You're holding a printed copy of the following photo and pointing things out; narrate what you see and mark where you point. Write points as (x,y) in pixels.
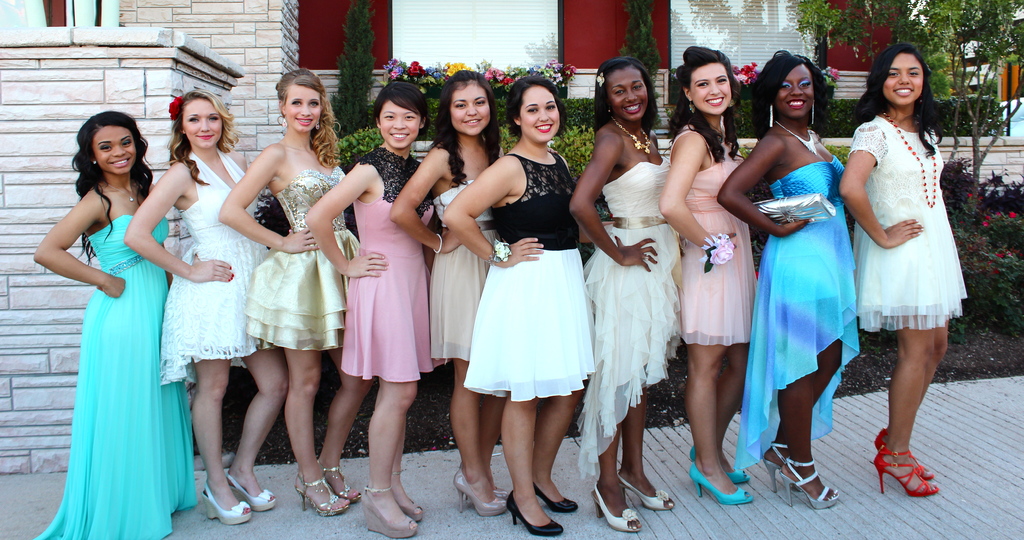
In this image I can see the group of people (339,255) are standing and wearing different color dresses (230,255). I can see the building (388,45), flowers (390,76) and few plants (954,155).
